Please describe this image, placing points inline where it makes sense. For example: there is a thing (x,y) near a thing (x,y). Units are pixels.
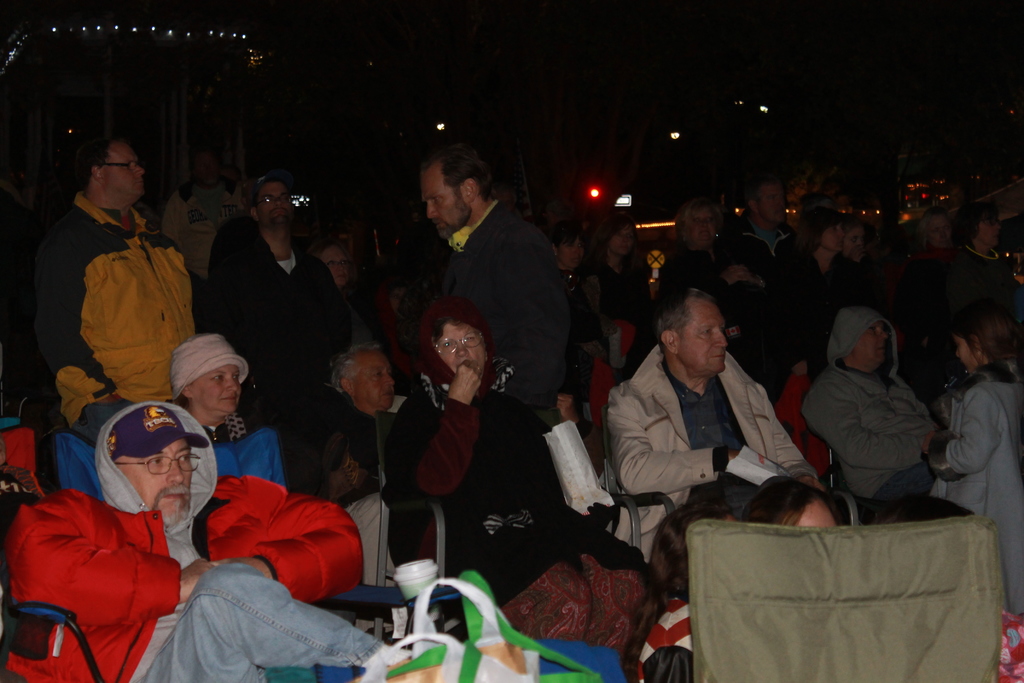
Here I can see many people (930,418) are sitting on the chairs (723,554) and few people (250,275) are standing. At the bottom (472,624) there are few bags (499,643). In the background (148,34) there are many lights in the dark.
